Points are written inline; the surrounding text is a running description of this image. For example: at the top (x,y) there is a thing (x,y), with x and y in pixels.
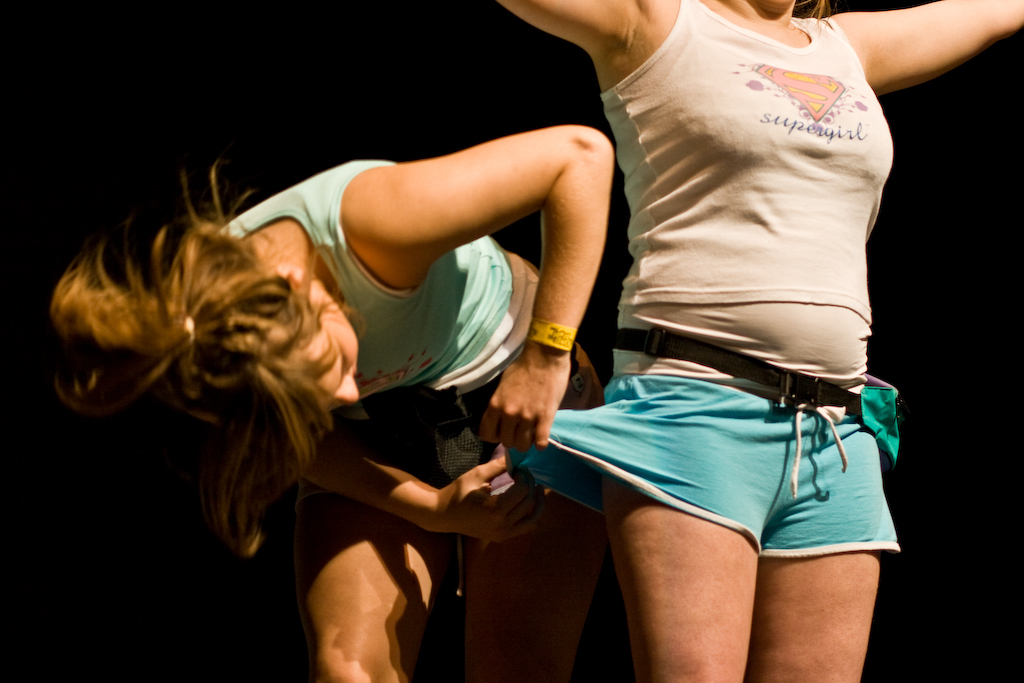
In the image there are two women (676,364), one woman (723,290) is standing and behind her another woman (466,415) is adjusting her dress (570,449) and the background of the woman (473,201) is black.
